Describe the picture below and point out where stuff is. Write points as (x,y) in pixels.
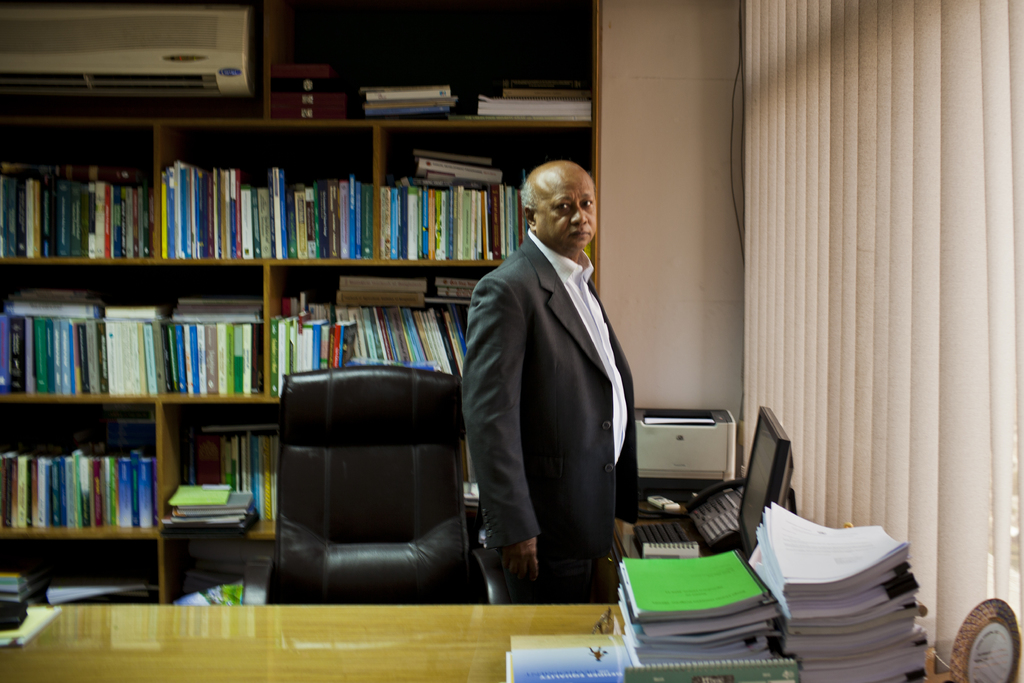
On the background (702,147) we can see a wall (739,277). In the rack (476,100) we can see books (219,228) are arranged in a sequence manner. This is air conditioner (164,71). Here we can see chair (455,499) and near to it there is a man (514,413) standing. On the table (489,681) we can see books (724,634), monitor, telephone (728,523), keyboard (666,530) and a printer machine (721,428).
